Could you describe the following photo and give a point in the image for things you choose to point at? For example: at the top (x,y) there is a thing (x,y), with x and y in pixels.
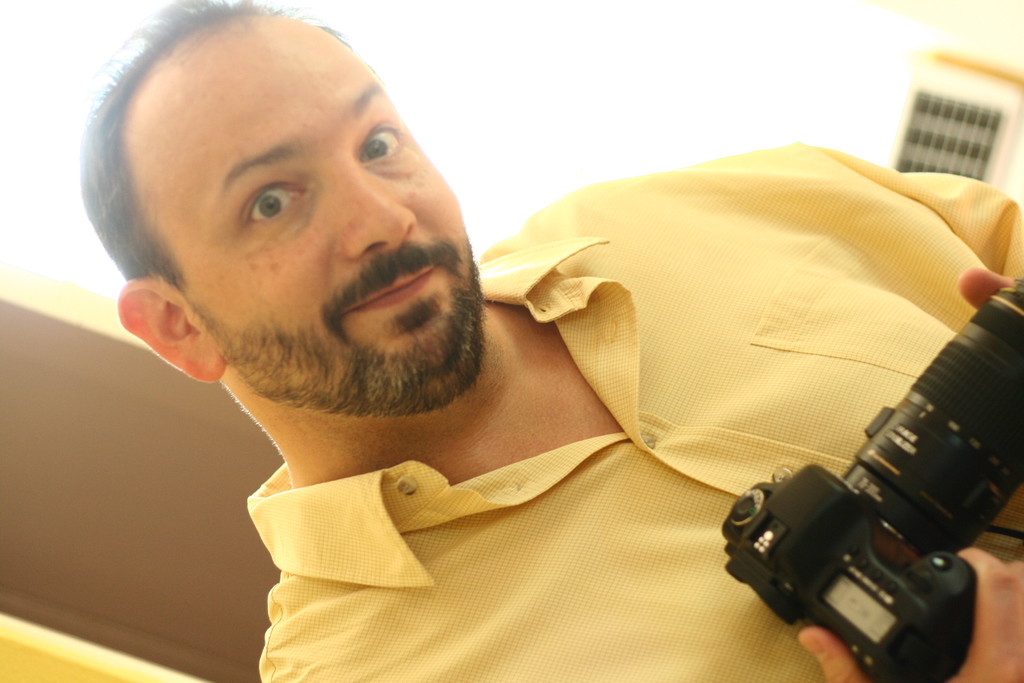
In this image, we can see a person (702,424) holding a camera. In the background (1,496), there is a door (23,486) and a wall (36,225).
